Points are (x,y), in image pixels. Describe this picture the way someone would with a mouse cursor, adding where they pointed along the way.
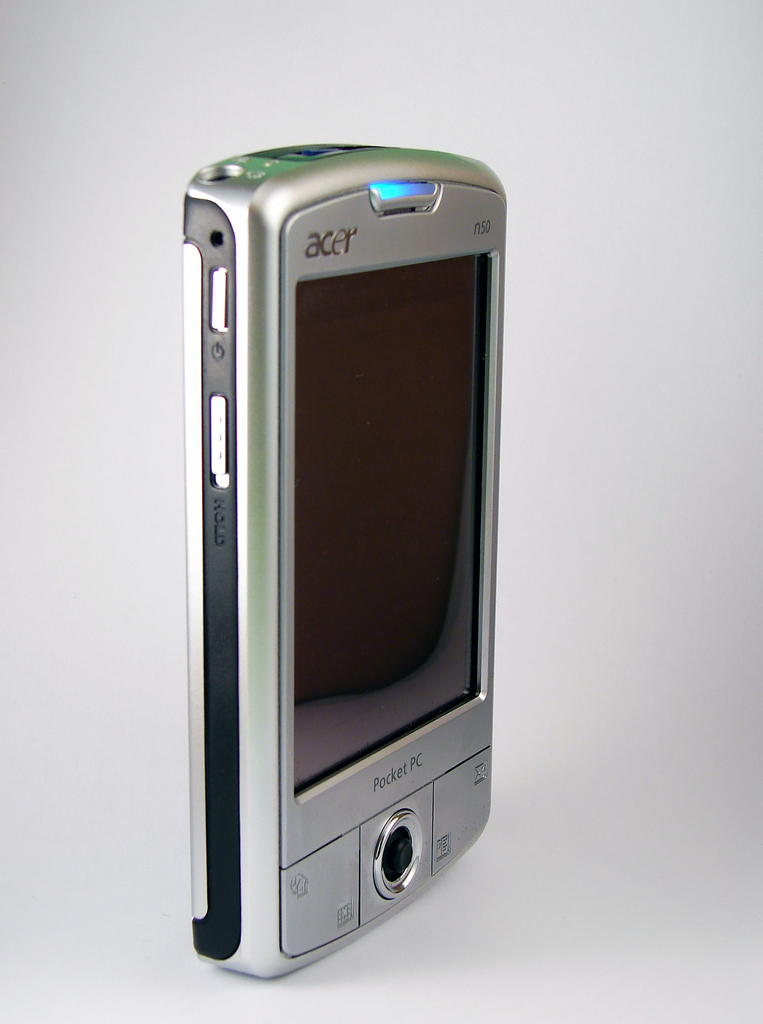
In this image, I can see a mobile phone (386,287) of acer company. This is the screen (307,354). These are the buttons (476,809). The background (452,896) looks white in color.
